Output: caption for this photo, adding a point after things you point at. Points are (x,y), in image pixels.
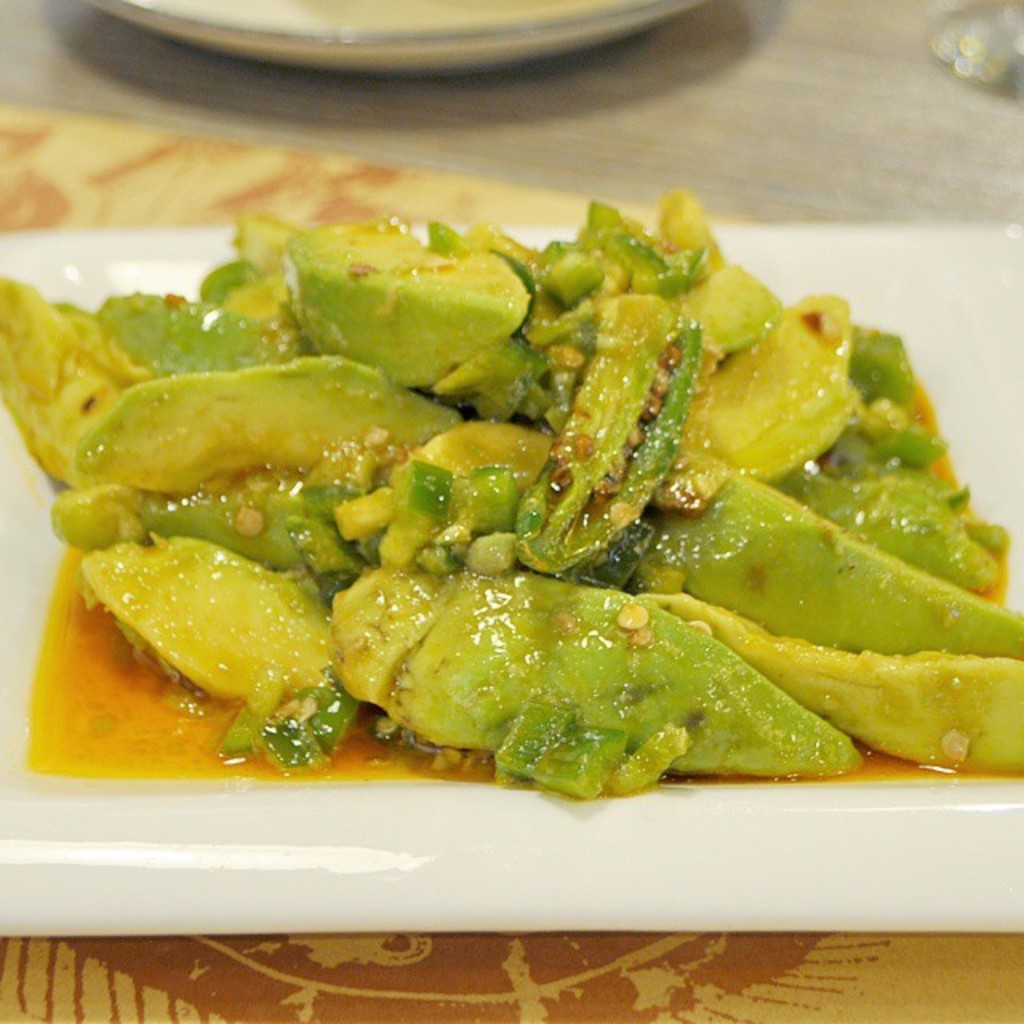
In this picture we can see some food item (408,574) which is in white color plate (465,795), is on the surface (782,72) of a table (561,131).
